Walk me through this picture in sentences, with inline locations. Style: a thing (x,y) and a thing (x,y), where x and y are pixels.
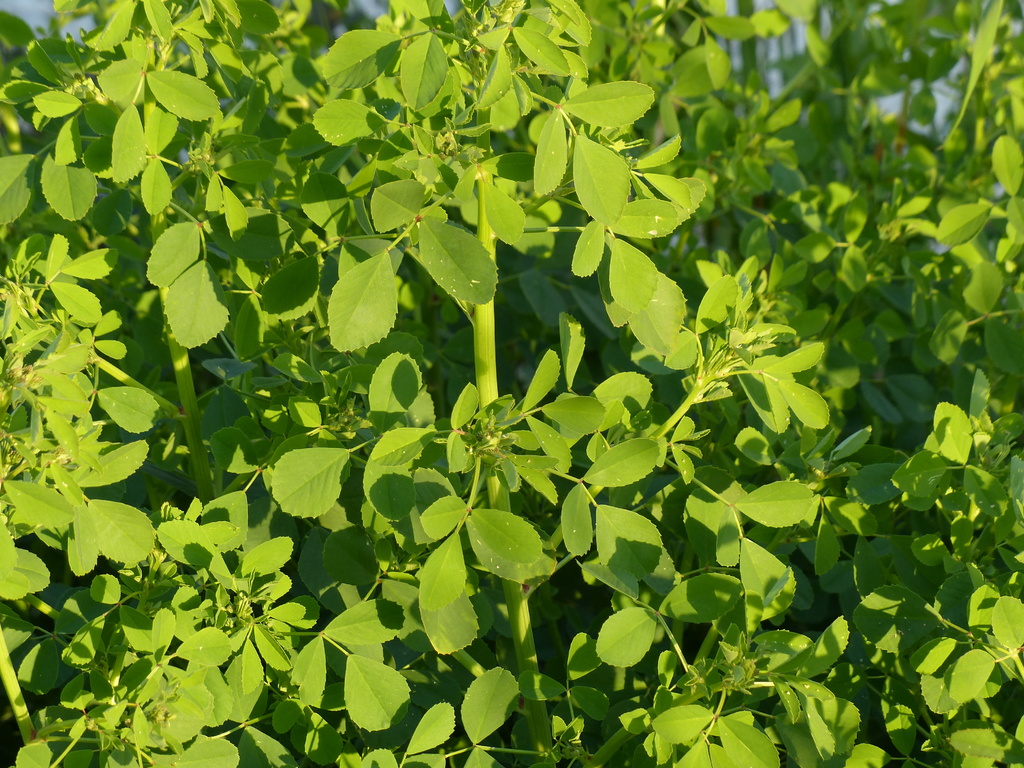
In this image we can see green leaves (103,590) and stems (491,359).
